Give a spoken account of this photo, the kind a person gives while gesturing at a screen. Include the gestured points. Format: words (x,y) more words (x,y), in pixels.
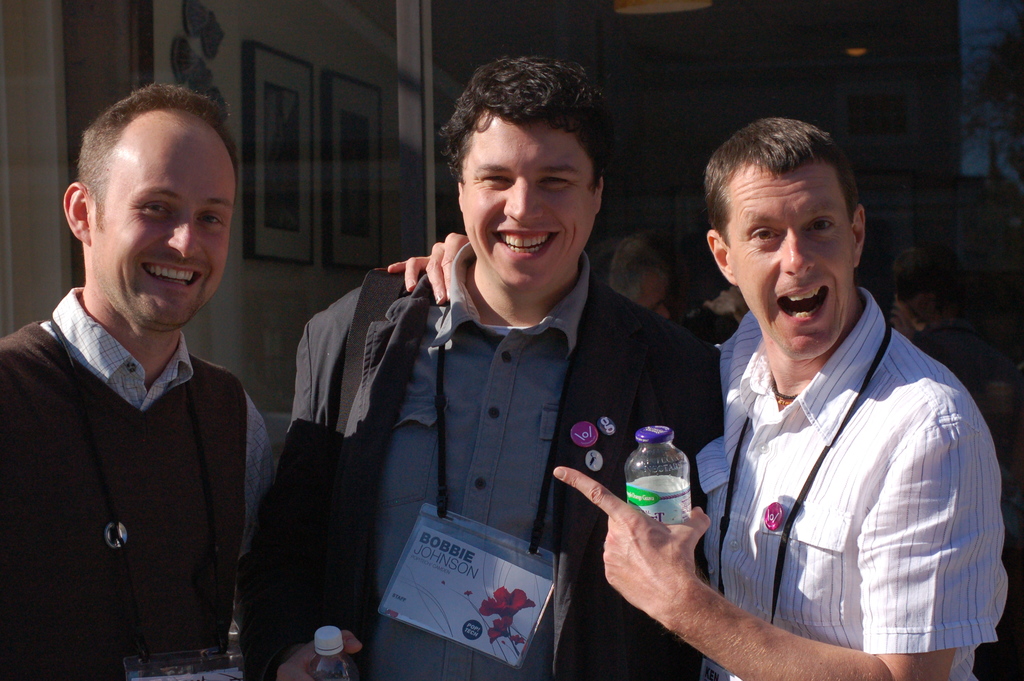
In this image I can see three men (373,555) are standing and two of them are holding water bottles (680,494) in their hands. Behind them I can see the glass (673,263) on which I can see the reflection (992,124) of few buildings (930,93), a tree (996,94) and the sky (983,31).
